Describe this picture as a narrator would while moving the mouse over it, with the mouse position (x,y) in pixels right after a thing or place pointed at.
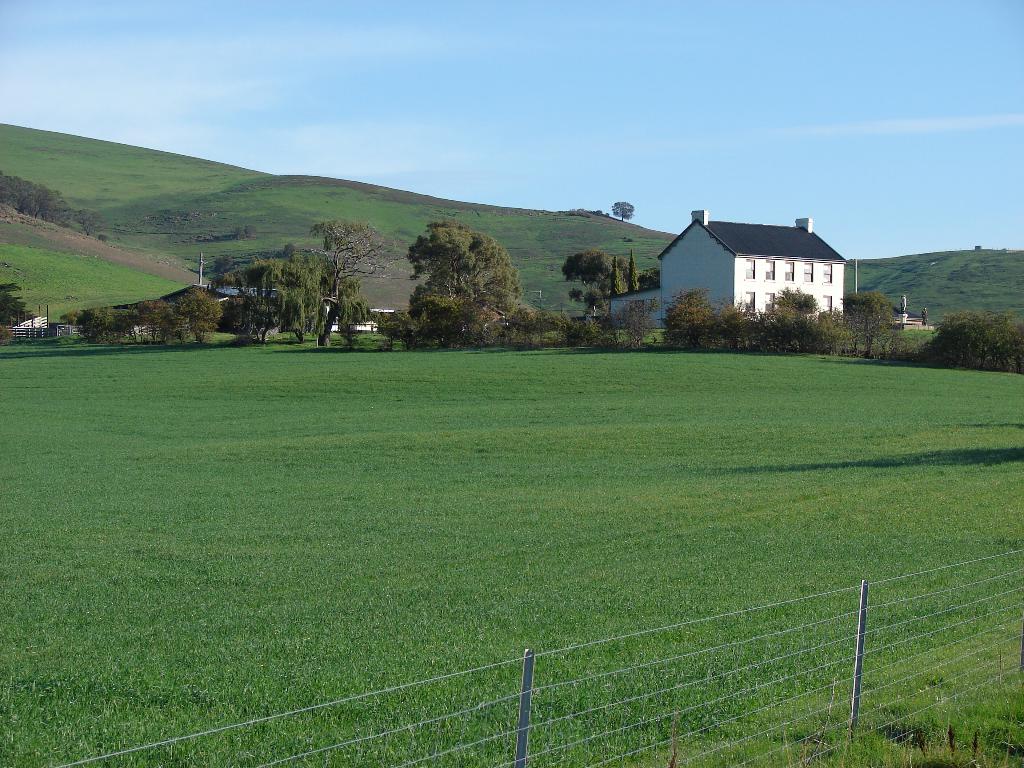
This image is clicked outside. There are trees (813,323) in the middle (597,297). There is a building (753,280) in the middle (650,296). There is sky (545,59) at the top (544,78). There is grass (334,680) at the bottom (657,630).
